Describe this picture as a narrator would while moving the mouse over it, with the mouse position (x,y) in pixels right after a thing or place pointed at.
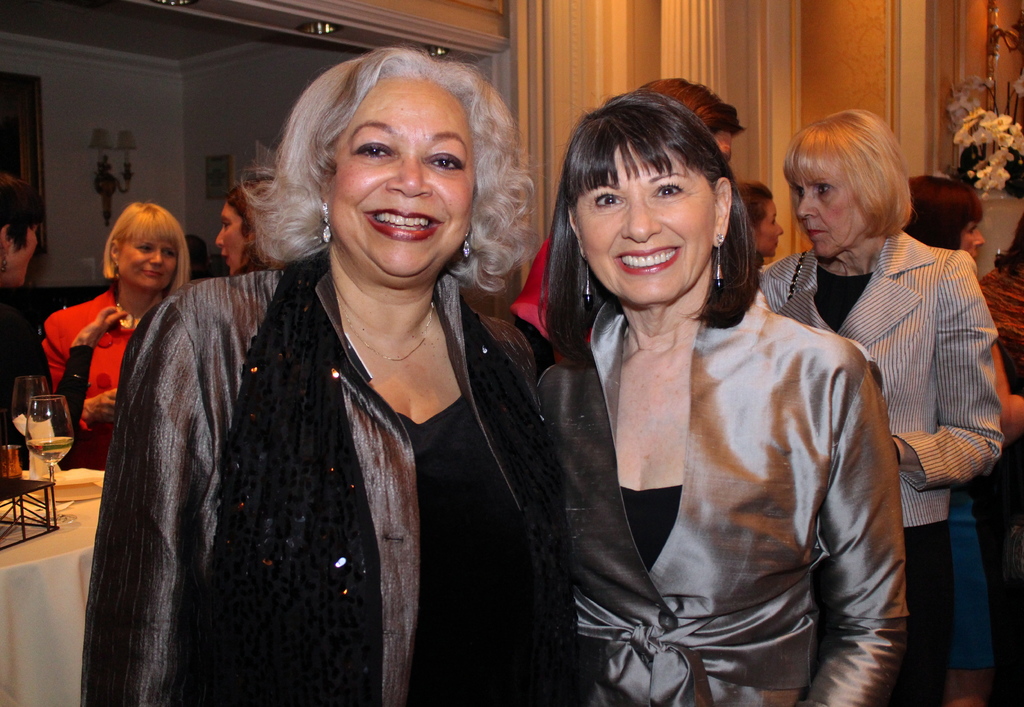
In this picture I can see there are two women (551,469) standing, they are smiling and in the backdrop (890,266), I can see there are few other women (772,239) standing, there is a table (63,546) at the left side (26,400), I can see there is a wine glass (33,446), tissues (36,466) on it. There is a flower vase (978,136) at the right side (1007,97). There are few lights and there is a wall (652,55) in the backdrop (652,55).
